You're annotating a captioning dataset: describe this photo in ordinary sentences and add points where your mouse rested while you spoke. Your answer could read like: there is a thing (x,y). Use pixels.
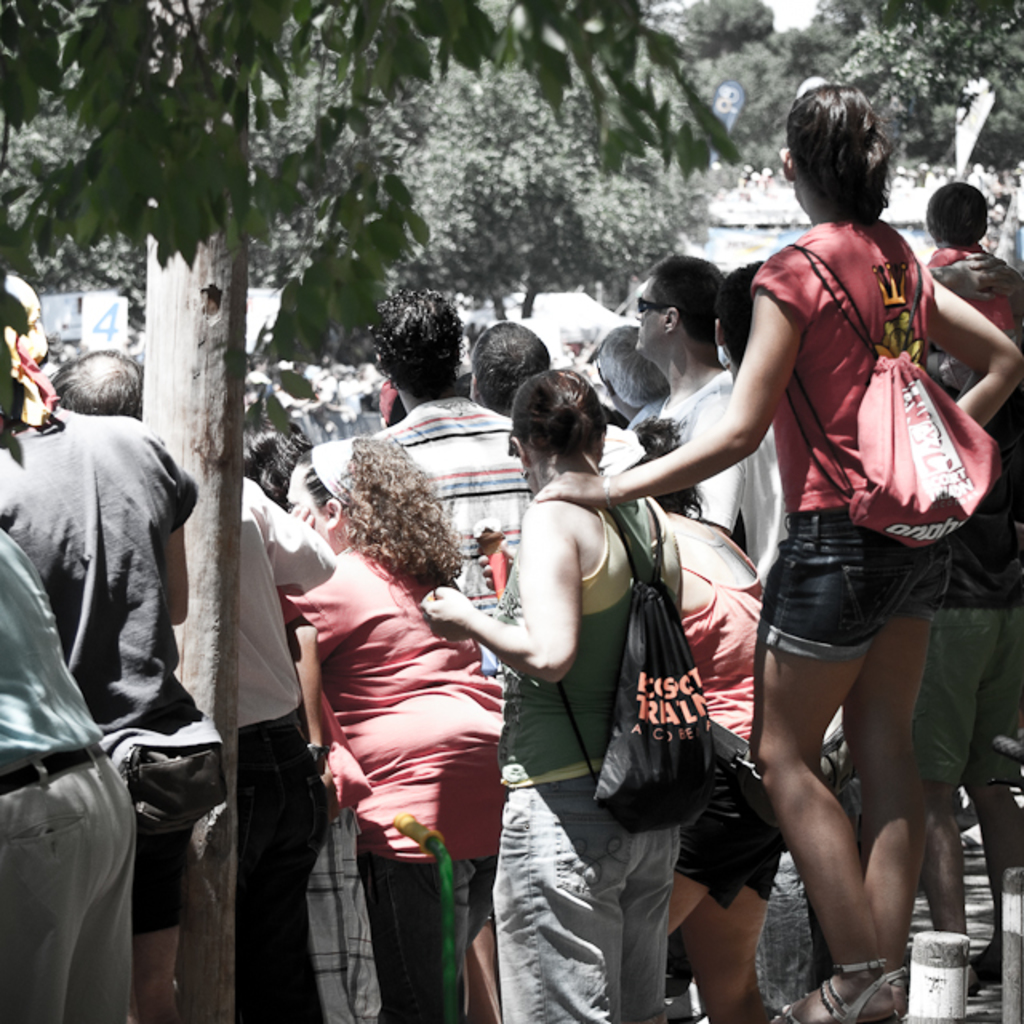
In the image in the center (427,359) we can see a group of people (405,406) were standing and few people (992,370) were wearing backpacks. On the bottom right of the image, we can see two poles (1022,989). In the background (19,184) we can see trees (118,157), banners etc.
